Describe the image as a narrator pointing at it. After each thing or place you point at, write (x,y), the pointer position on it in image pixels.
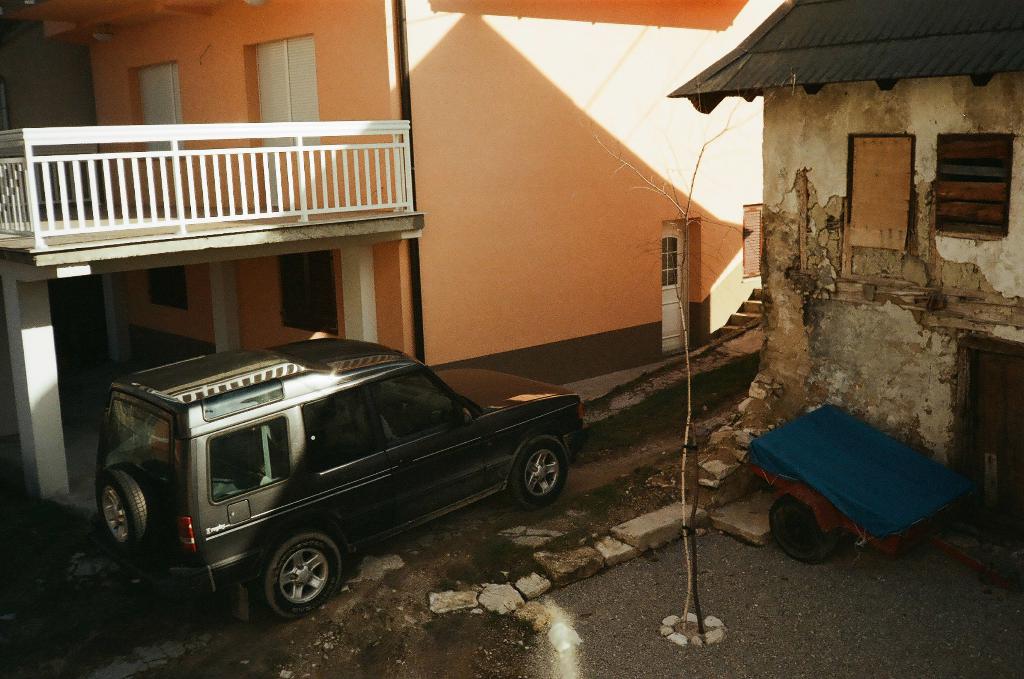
Here a vehicle (404,504) is parked, this is the house (294,159).
